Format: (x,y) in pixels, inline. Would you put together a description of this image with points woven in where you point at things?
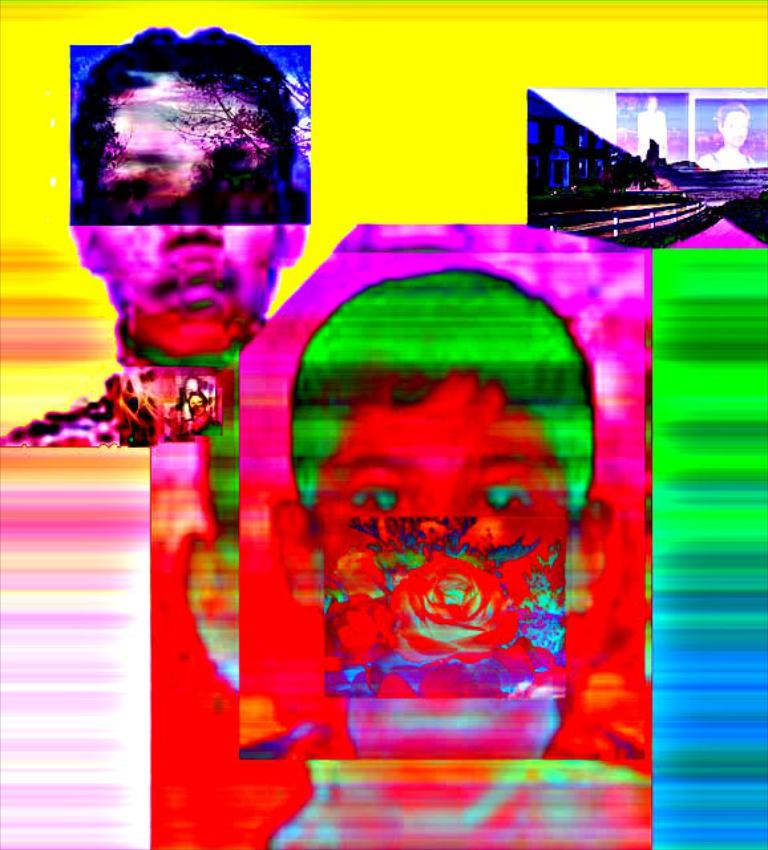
In this edited picture there are few persons (373,473). Background (748,744) is of different colors.
